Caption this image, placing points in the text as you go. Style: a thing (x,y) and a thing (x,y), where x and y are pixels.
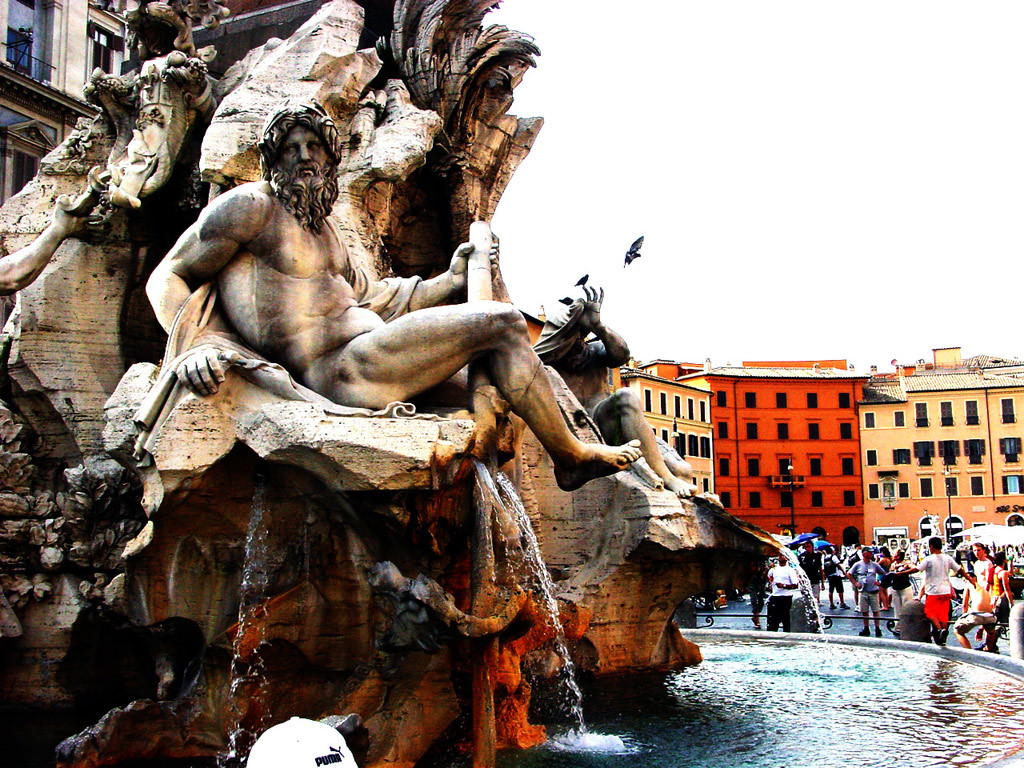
In this image we can see sculptures (313,304) on the fountain (512,509), water (878,648), people (886,592) standing on the road (851,592), stalls (1001,543), street poles (950,523), buildings (813,441), railings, bird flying in the air (656,241) and sky (662,72).
